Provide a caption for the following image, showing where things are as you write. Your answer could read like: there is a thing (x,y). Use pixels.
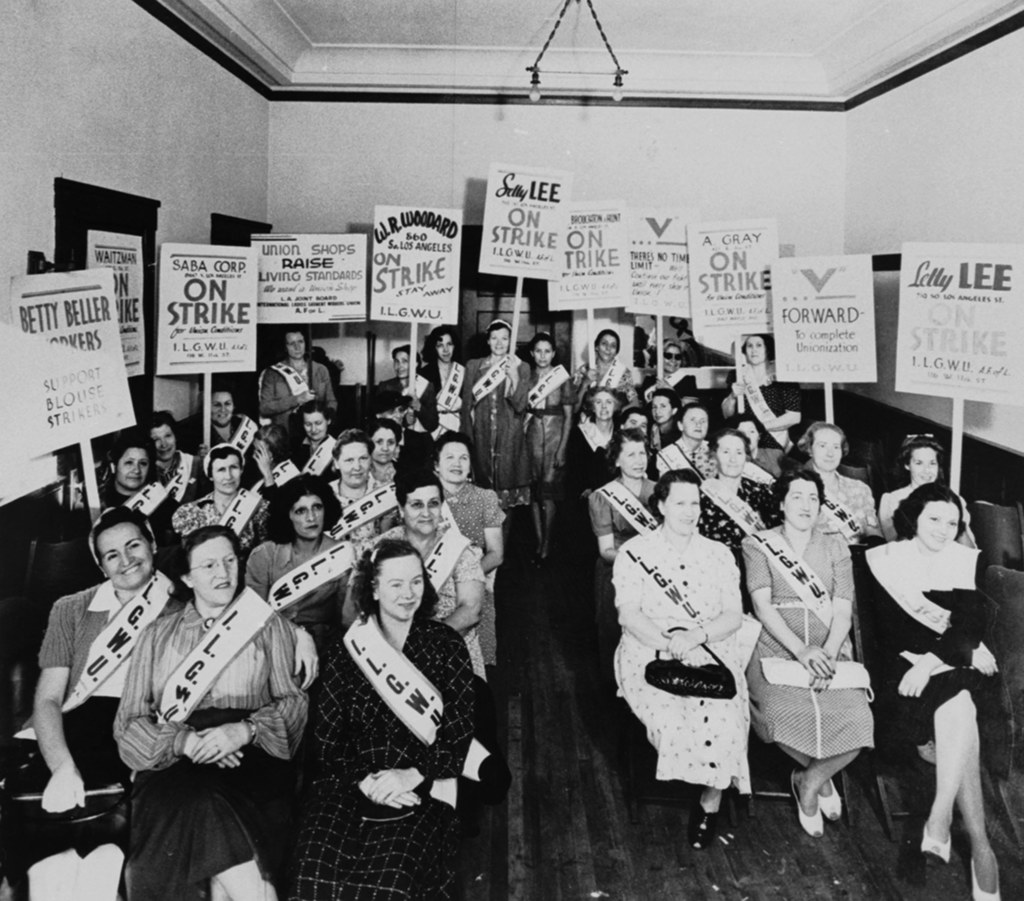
In this picture we can see a group of person (736,542) sitting on the chair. Here we can see women (508,363) who are holding the posters (80,325). On the top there is a chandelier (558,31). On the bottom (570,856) we can see the wooden floor (656,885).
